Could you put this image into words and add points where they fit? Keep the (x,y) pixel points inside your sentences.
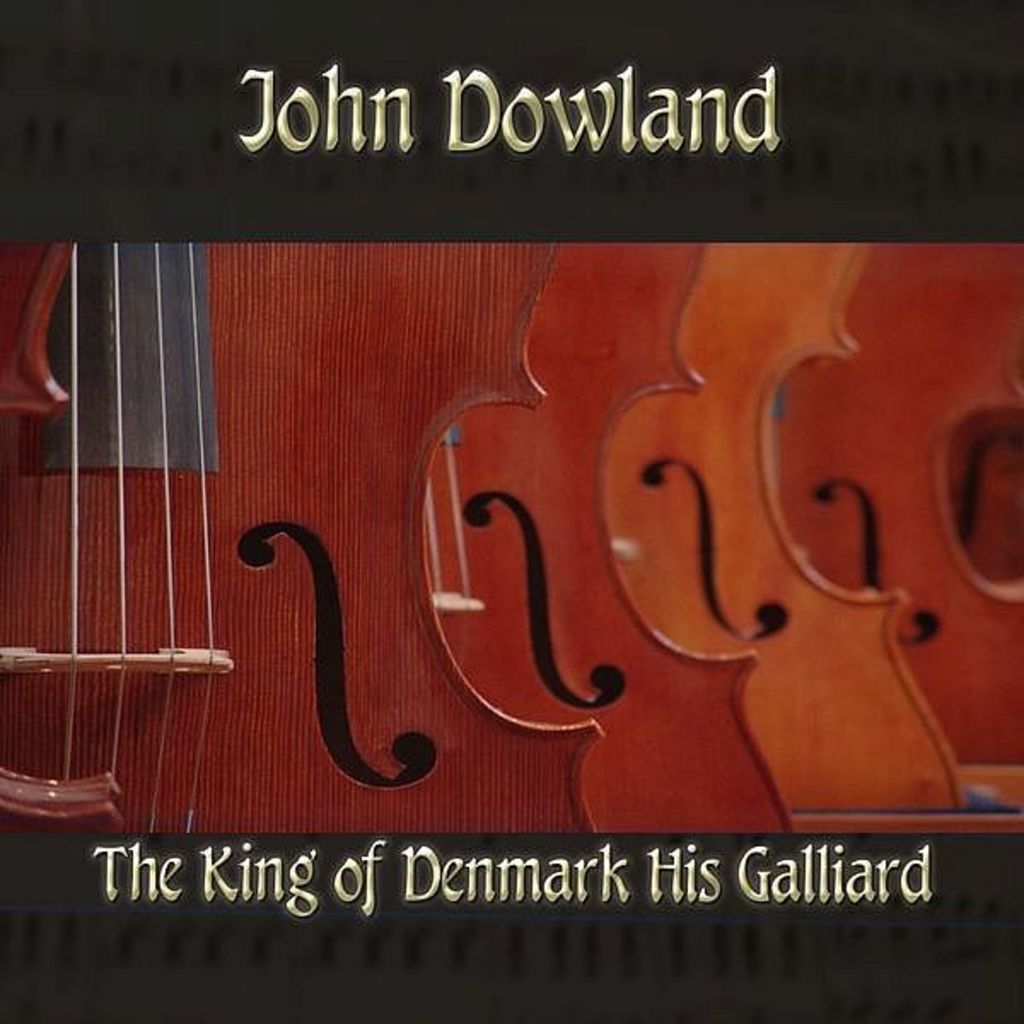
In this image I can see few musical instruments (703,288).
